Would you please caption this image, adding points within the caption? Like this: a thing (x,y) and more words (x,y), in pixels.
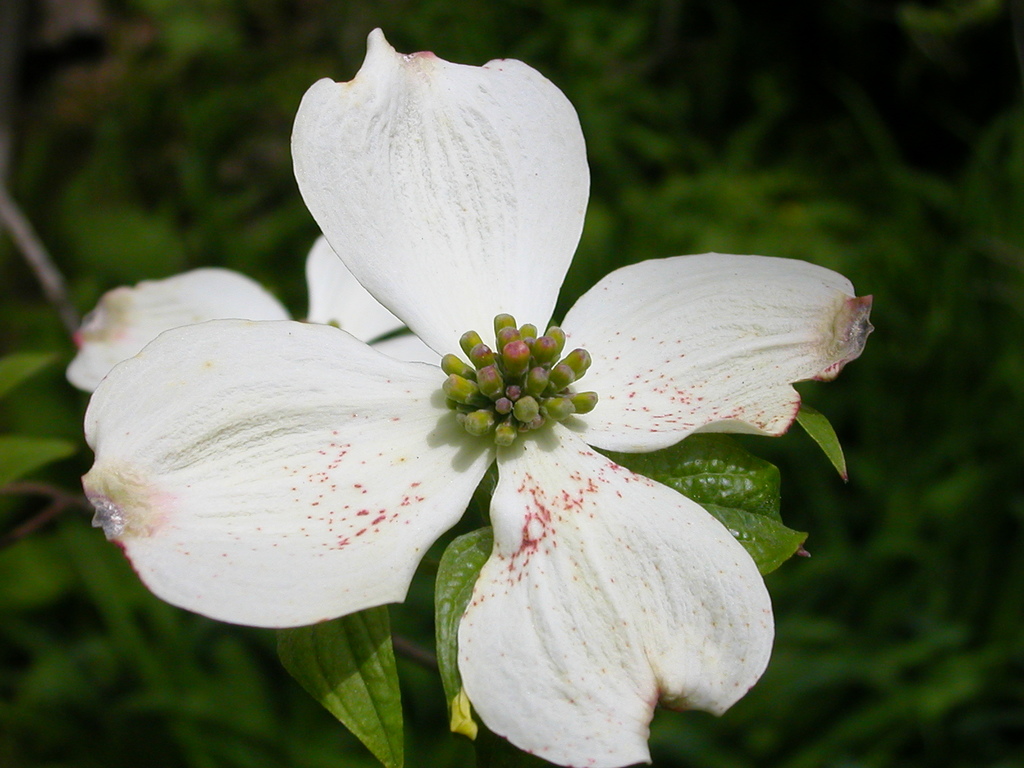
In this image I can see white color flower (340,492) and green color leaves (445,605). Background (911,352) I can see blurry.
